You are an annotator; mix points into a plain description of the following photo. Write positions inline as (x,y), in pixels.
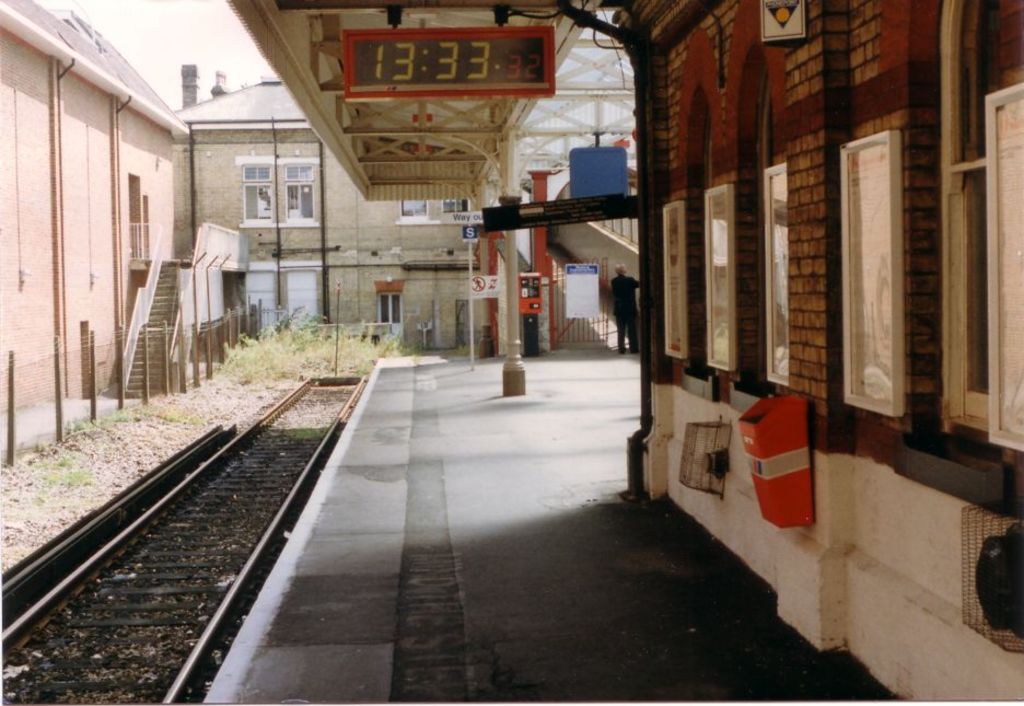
In this image there is a railway track (205,520) on the left side (133,587) and there is a platform (426,483) on the right side (693,612). In the background (225,187) there are buildings (294,228) with the glass windows (265,177). On the platform (661,578) there is a post box (771,448) to the wall (735,481). At the top (399,67) there is clock (464,96). At the top (158,35) there is sky (177,36).
